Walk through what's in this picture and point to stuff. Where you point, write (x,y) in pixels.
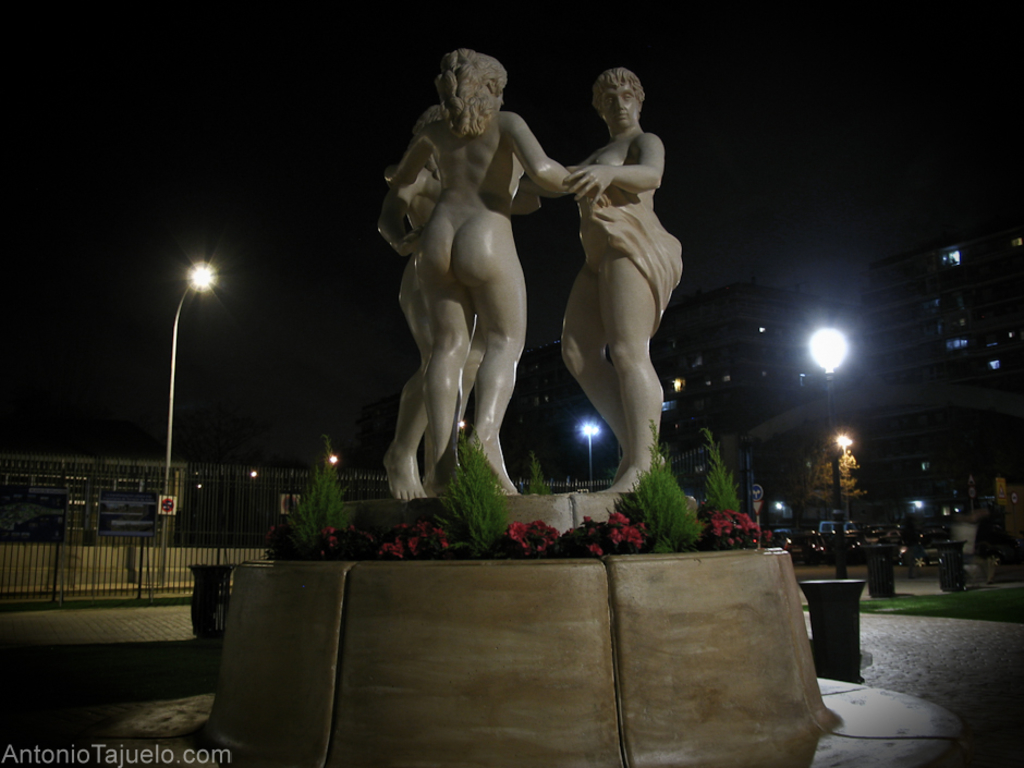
In the foreground (605,277) we can see plants (469,520), sculpture (412,492) and pavement (889,664). In the middle (369,494) we can see trees (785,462), street lights (836,536), fencing (79,538), vehicles (926,541), dustbin (951,551), grass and various objects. Towards right (866,306) we can see buildings (783,309). At the top (352,70) there is sky (386,73).
